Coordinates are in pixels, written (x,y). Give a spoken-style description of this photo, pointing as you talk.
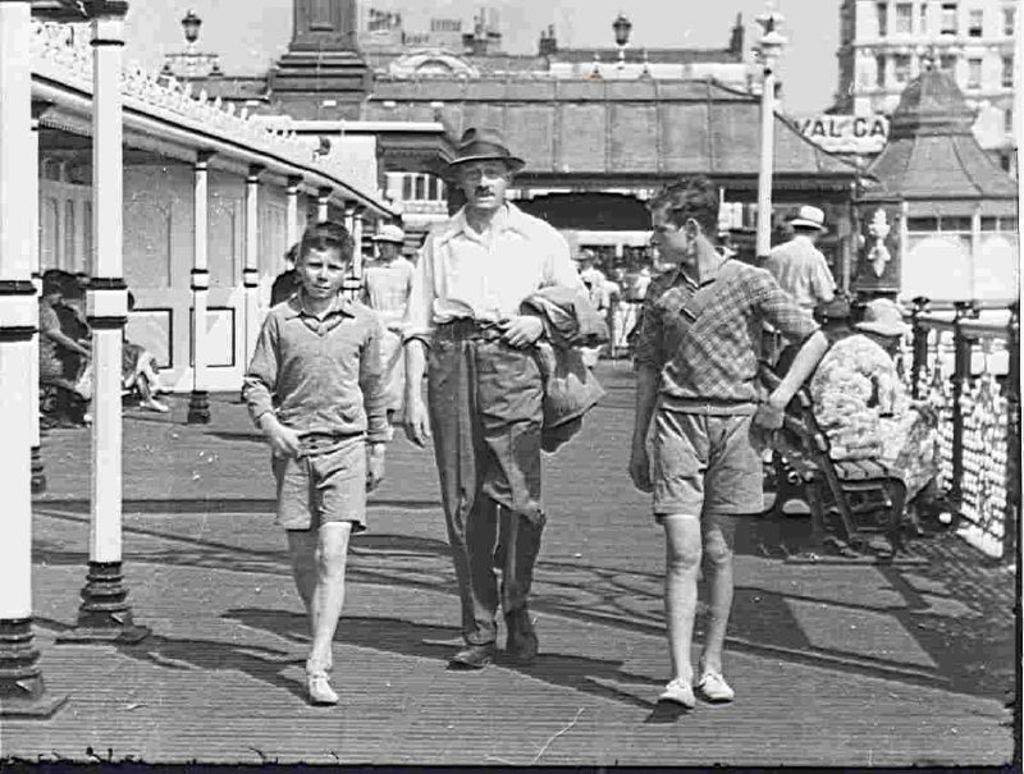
It is a black and white old image, there are three people (524,439) in the foreground (583,604) and around them there are pillars (353,200), buildings (220,237) and many other people (878,439). They are walking on some path (582,583).
